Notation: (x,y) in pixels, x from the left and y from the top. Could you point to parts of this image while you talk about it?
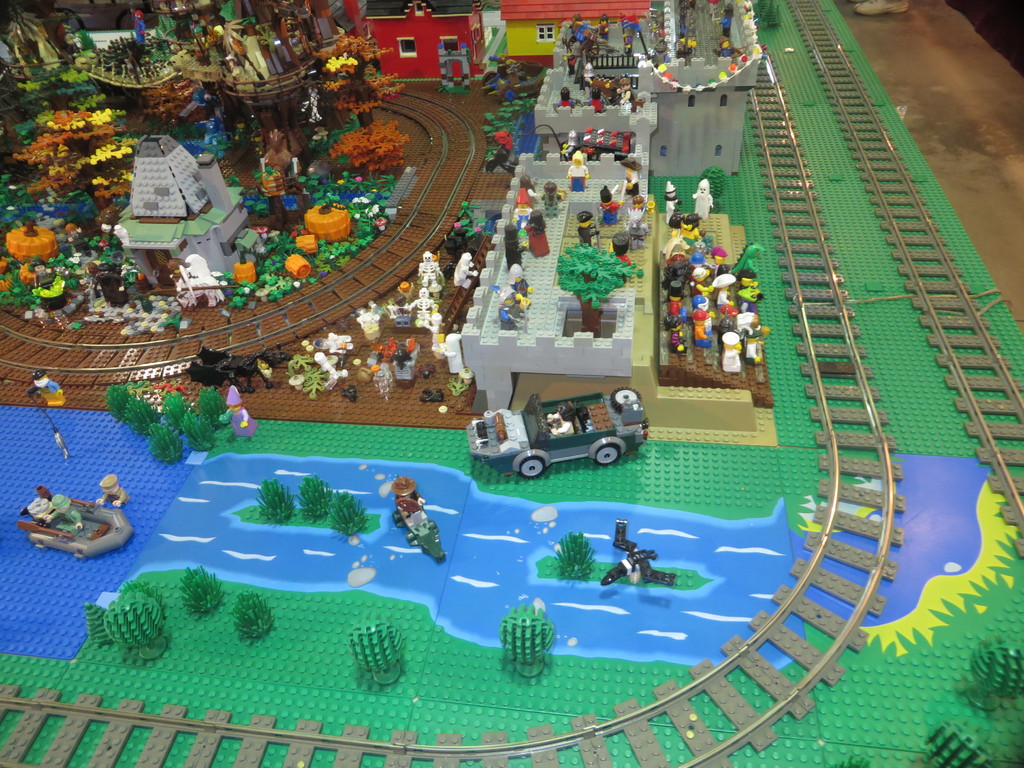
In the center of the image (495,447) there are lego toys (700,343).
